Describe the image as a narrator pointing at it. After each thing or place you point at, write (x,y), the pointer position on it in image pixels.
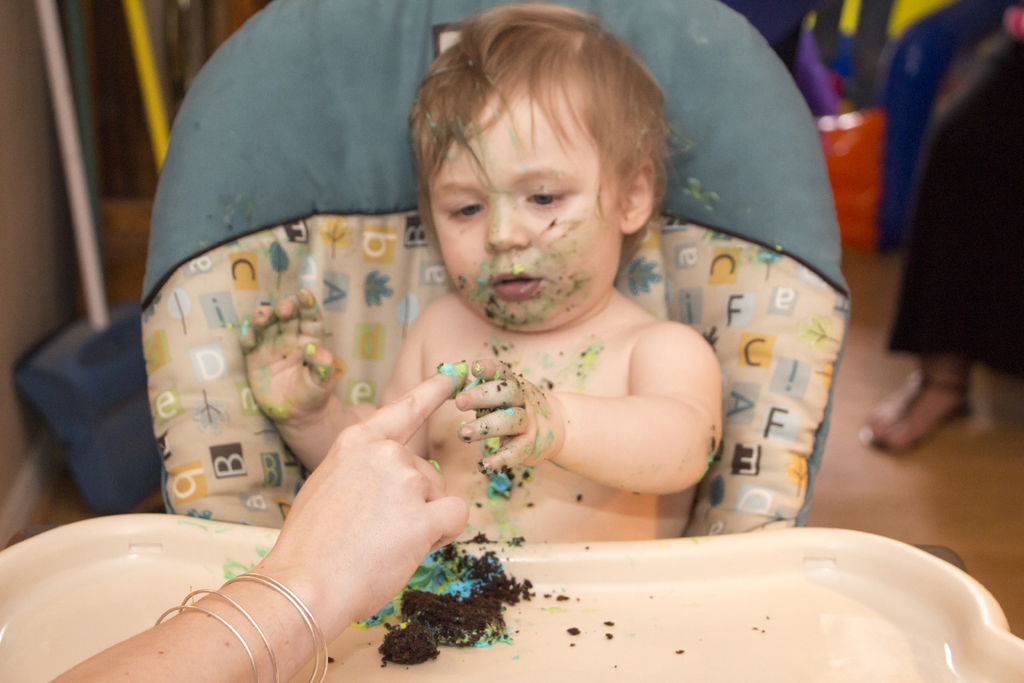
In front of the image we can see the hand (420,474) of a person (318,538). There is a cake (494,635) on the table (759,598). There is a boy (472,505) sitting on the chair (702,70). On the right side of the image (994,339) we can see the leg (897,395) of a person (977,353). In the background of the image (87,220) there are some objects (88,139).
